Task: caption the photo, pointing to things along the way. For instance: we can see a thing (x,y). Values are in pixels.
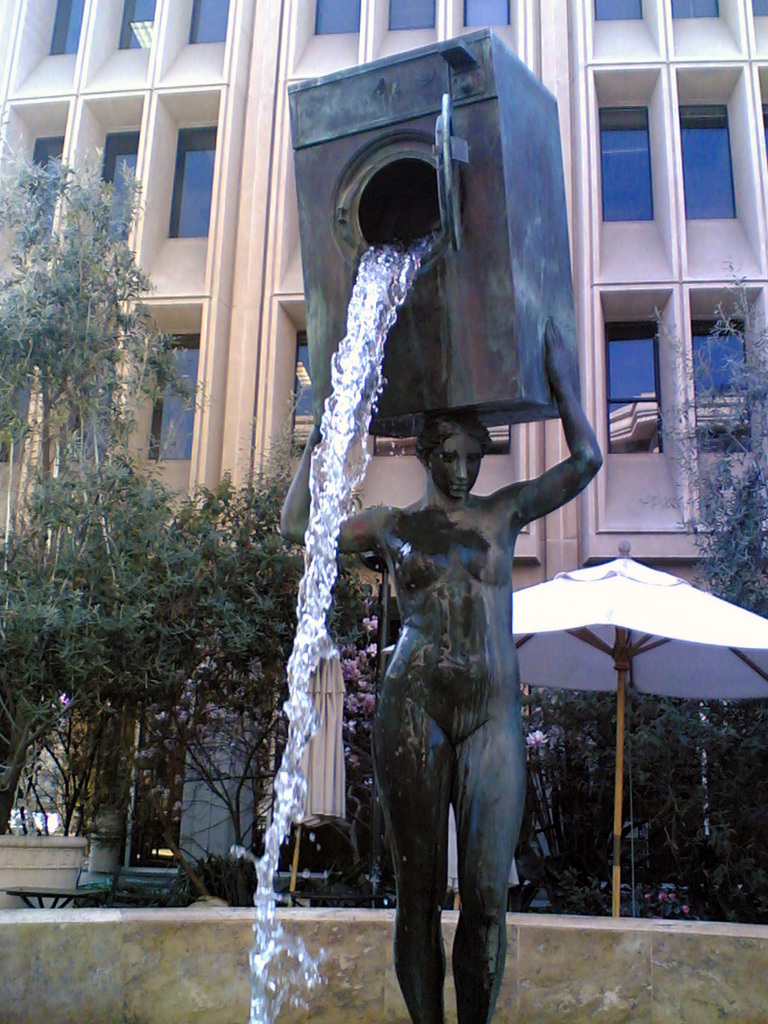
In this image I can see the statue (495,659) and the statue (506,673) is in black color and I can see the water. Background (694,632) I can see an umbrella (689,618) in white color, trees (130,586) in green color and a building (288,236) in brown color and I can see few glass windows (499,14).
